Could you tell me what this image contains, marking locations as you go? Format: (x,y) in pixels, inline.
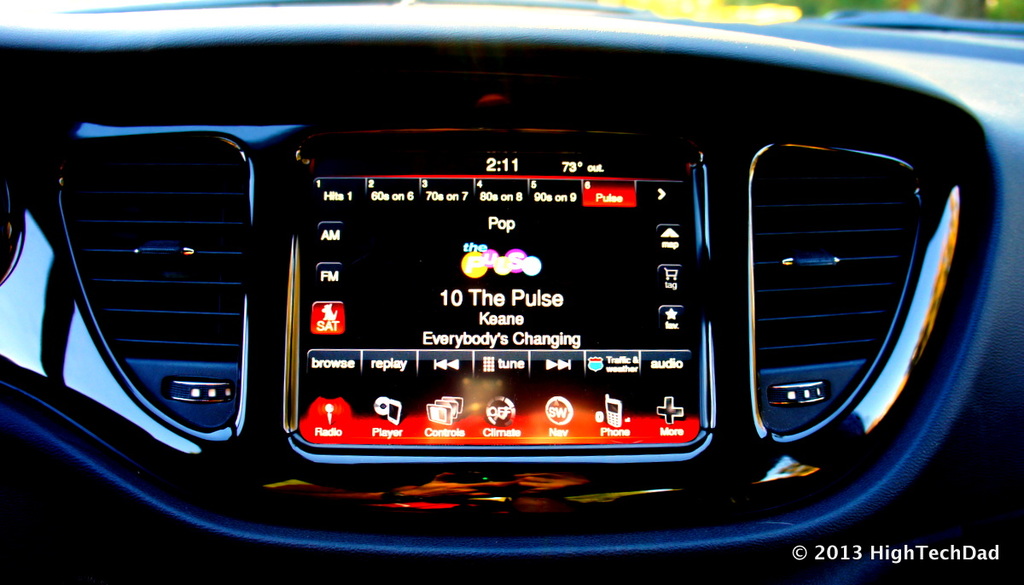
In the image we can see the internal structure of the vehicle (291,524), this is a watermark (923,556) and a screen (493,314).
